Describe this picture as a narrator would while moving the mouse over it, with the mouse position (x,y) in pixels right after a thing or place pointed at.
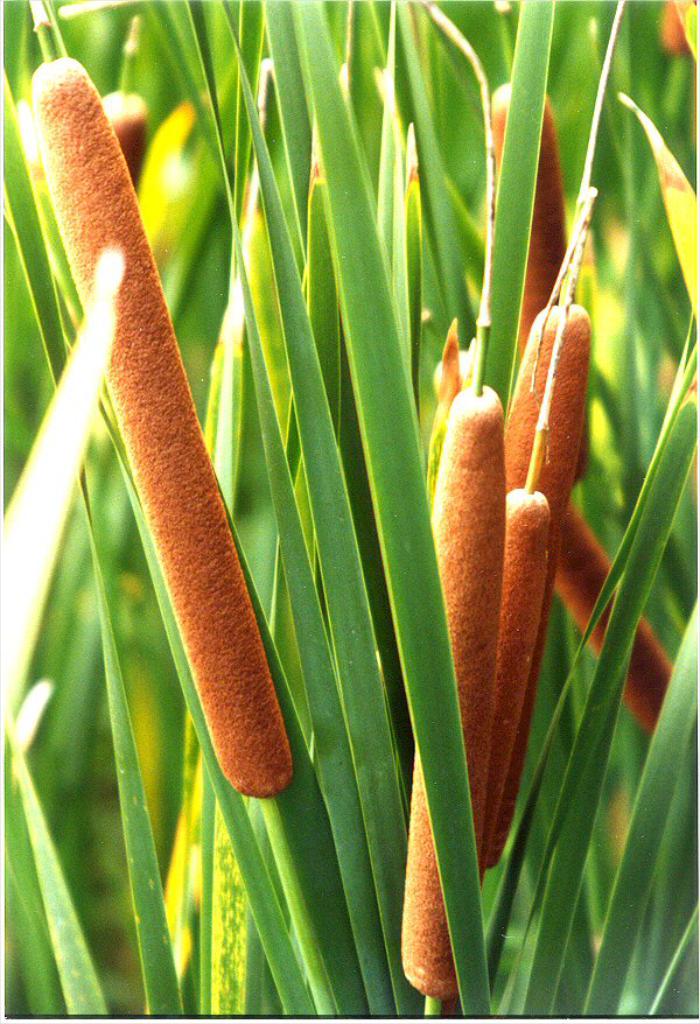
In this image we can see some grass (108,371) and there are some things (462,612) which are in orange color.
